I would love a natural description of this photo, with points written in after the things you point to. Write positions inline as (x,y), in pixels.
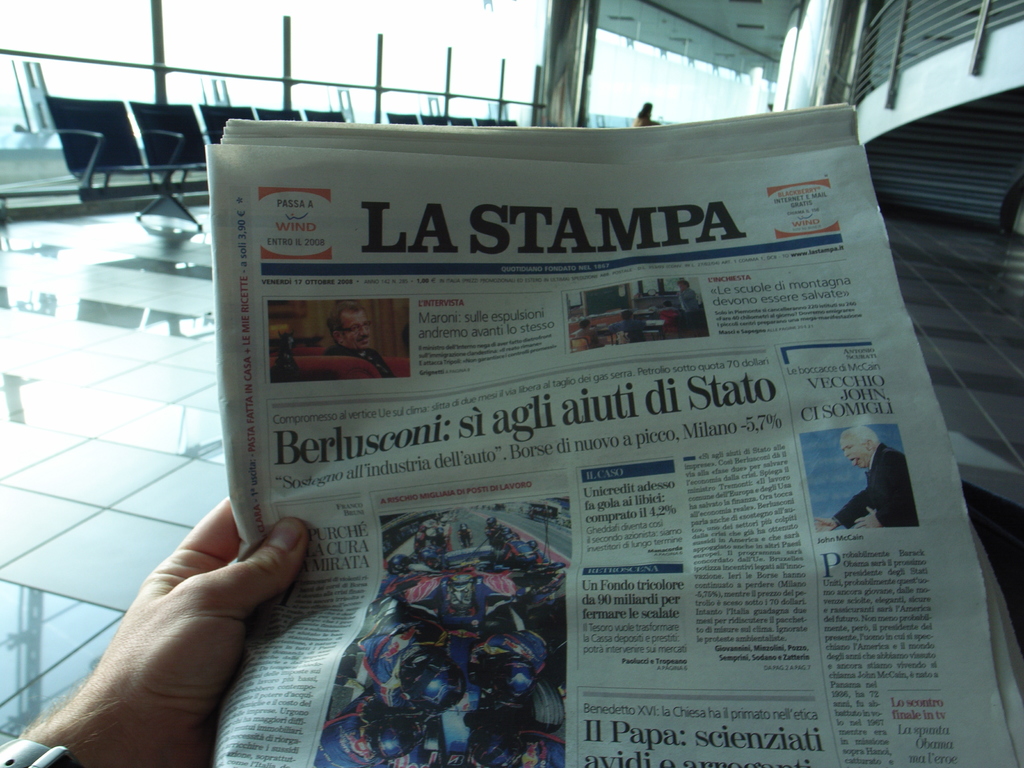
In this image we can see a person's hand (201,579) holding a newspaper (235,504). There is a person (649,116) and we can see chairs (262,119). There is a rod (564,117). In the background (975,63) we can see railings (916,40).
